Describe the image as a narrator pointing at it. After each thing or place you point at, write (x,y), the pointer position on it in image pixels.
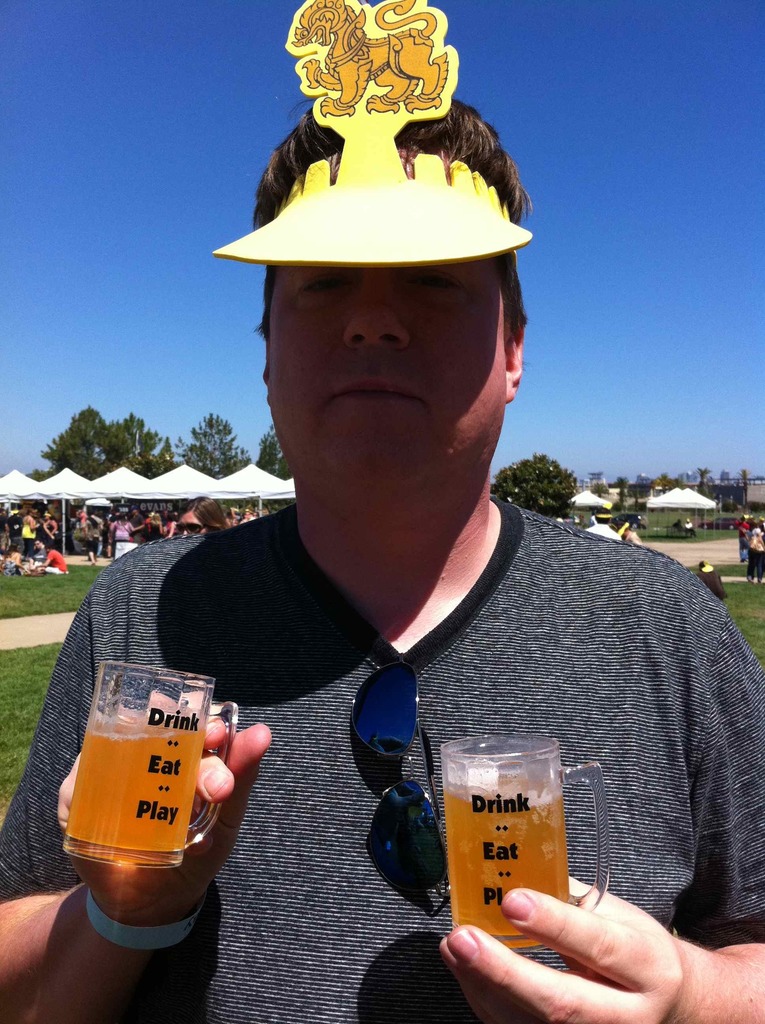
Here we can see a man (93,594) holding a couple of beer glasses (183,812) and he is wearing some type of cap (288,254) on his head (339,270) and behind him we can see tents (147,499), trees (180,464).
